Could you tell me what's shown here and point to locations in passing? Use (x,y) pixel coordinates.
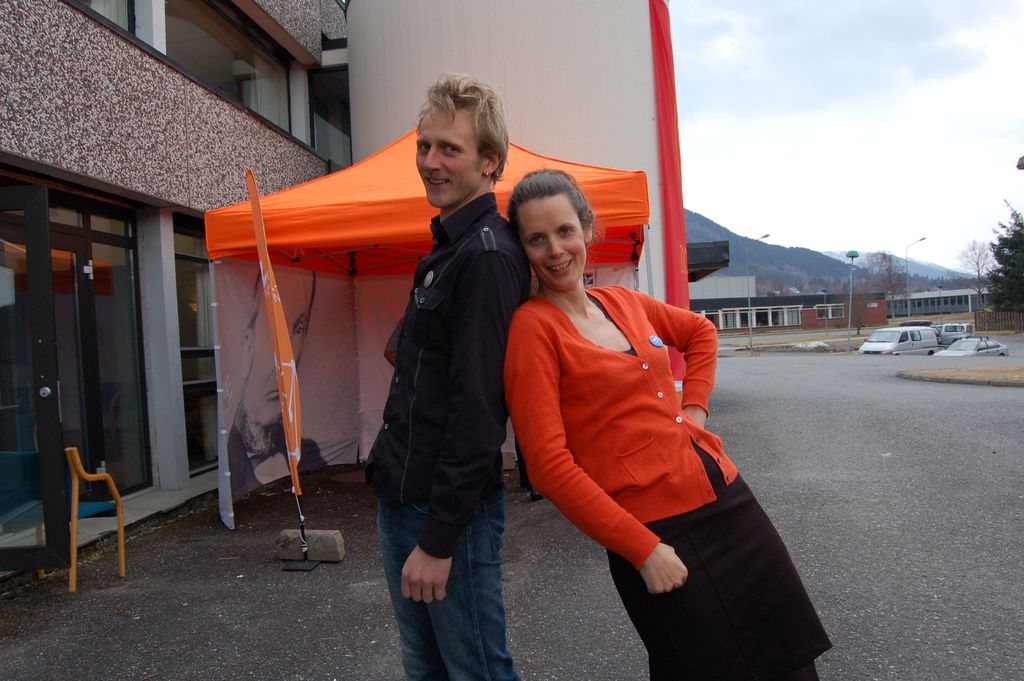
In this image, we can see two persons (571,350) wearing clothes (452,382) and standing in front of the tent (221,278). There is a building (173,332) on the left side of the image (160,381). There are cars (920,335) and trees (1008,299) on the right side of the image (1009,270). There is a sky (891,139) in the top right of the image (811,87).
